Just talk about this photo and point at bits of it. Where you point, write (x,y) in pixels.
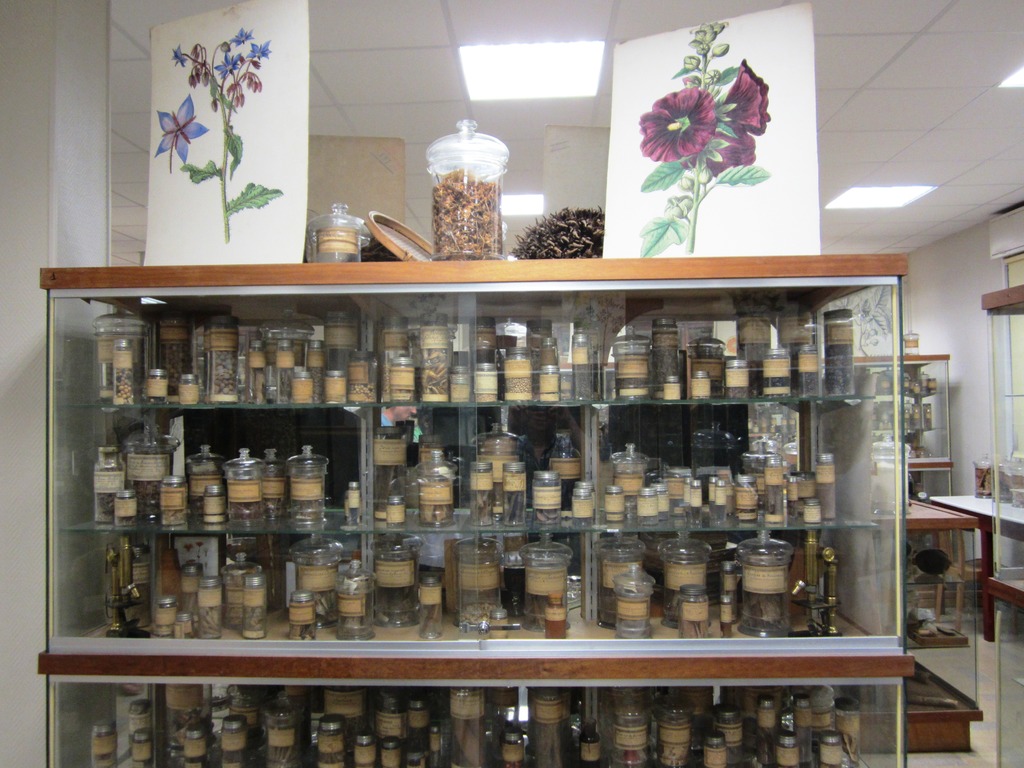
There is a cupboard (606,654) with glass walls (417,445). Inside the cupboard (852,654) there are many bottles (765,573) with some items (445,518). On the top of the cupboard (457,408) there are bottles (347,226) with some items (487,215). Also there are photo frames (691,154) with pictures (261,115) of plants (678,120) with flowers (708,120). On the ceiling (897,139) there are lights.
